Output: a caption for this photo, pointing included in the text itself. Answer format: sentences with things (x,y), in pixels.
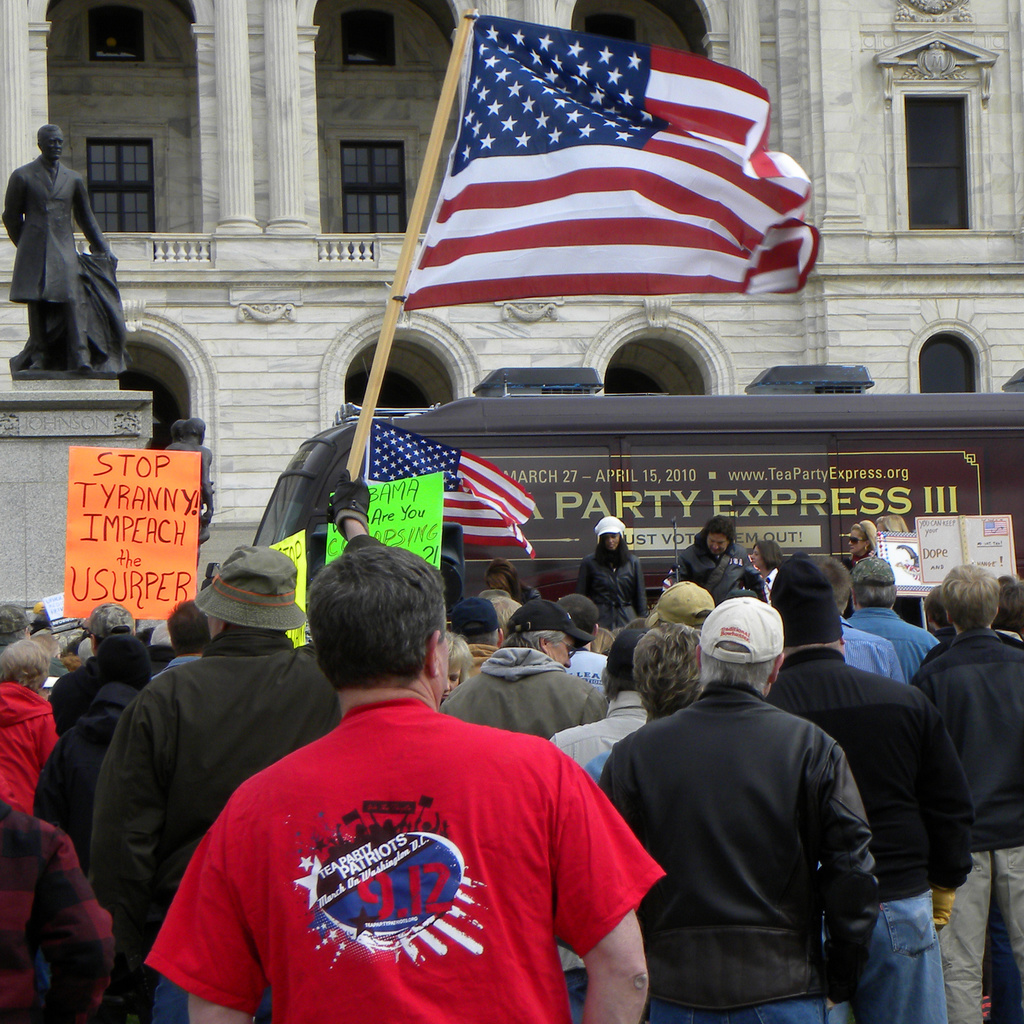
In this image we can see some persons (384,839) standing on the ground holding some flags (563,87), boards (135,504) in their hands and at the background of the image (124,339) there is a vehicle (571,486), statue of a man (54,143) and building (516,336).
